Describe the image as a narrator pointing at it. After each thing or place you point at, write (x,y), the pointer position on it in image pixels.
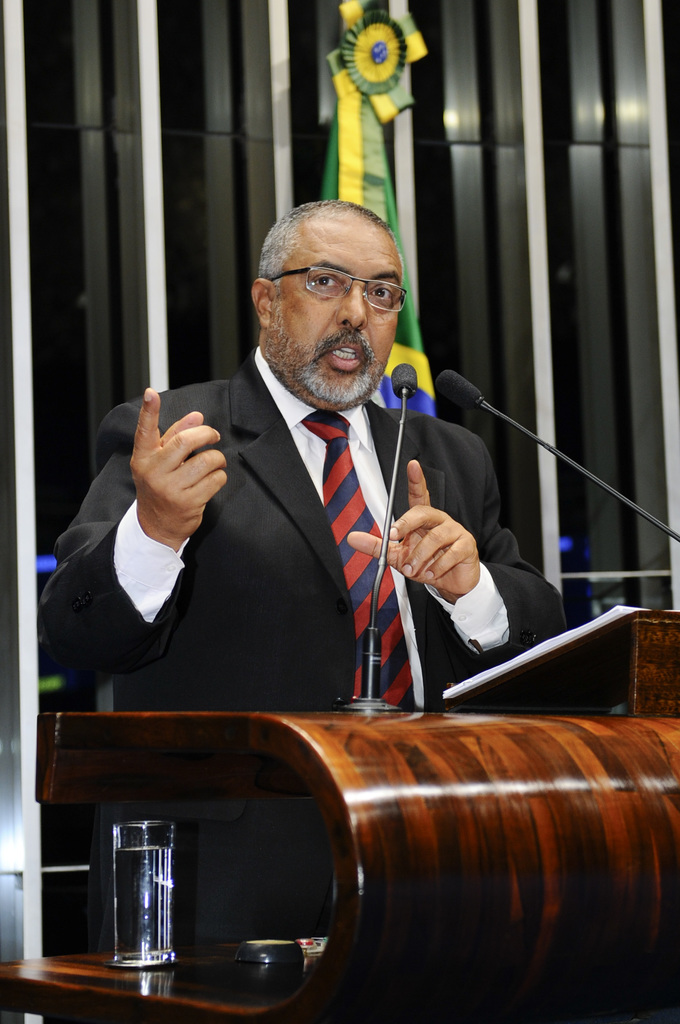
In this image we can see a man (324,397) is standing near the podium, he is wearing the black suit (274,648), in front there is a microphone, there is a glass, at the back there is a flag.
